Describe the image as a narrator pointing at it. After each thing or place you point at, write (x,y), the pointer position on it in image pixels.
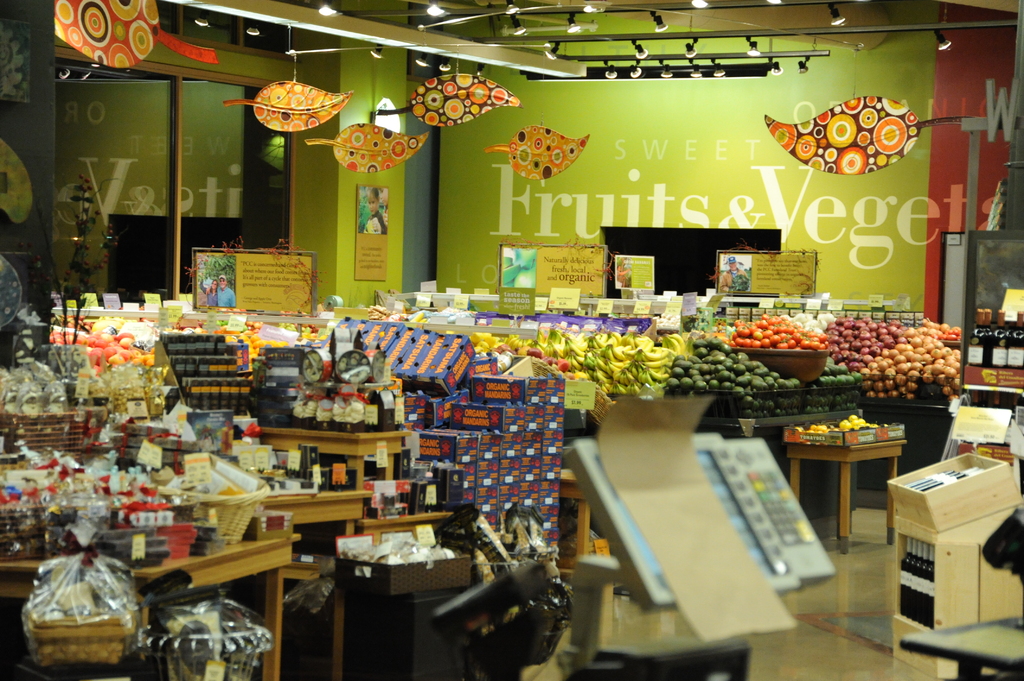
In this image I can see number of baskets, boxes (469,437), yellow colour bananas (627,338), few boards (721,292) and many other stuffs (739,392) over here. Here I can see two machines (480,621) and in background (636,219) I can see something is written on this wall (770,149). I can also see number of lights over here.
